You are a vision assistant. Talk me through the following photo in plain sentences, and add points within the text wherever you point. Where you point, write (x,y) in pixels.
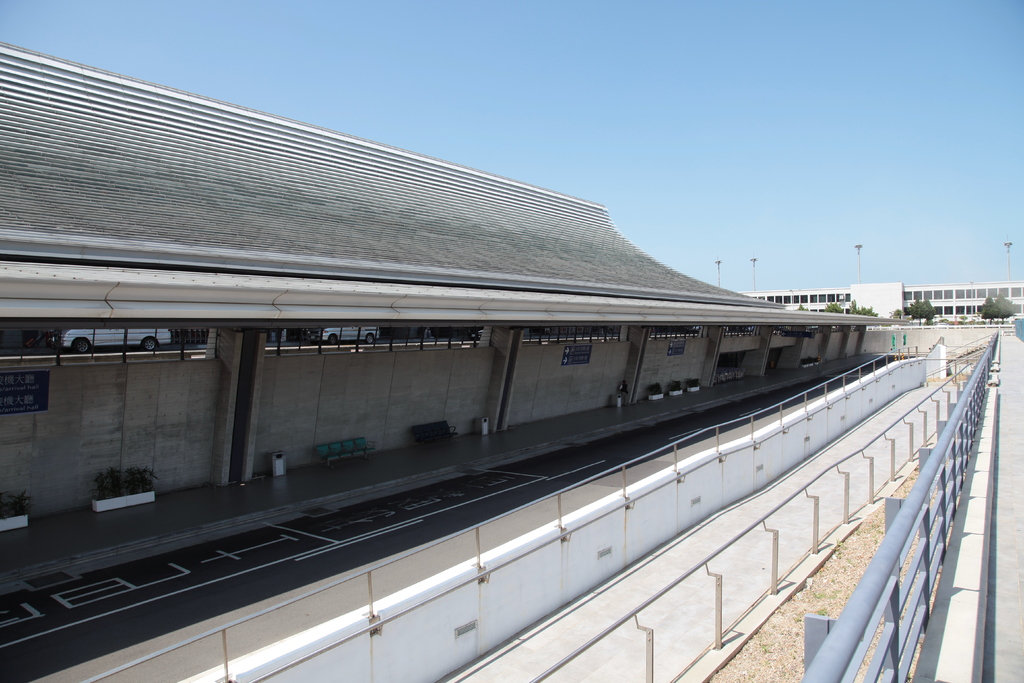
In this image we can see the buildings (591,300) and there are potted plants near the wall (585,388). In front of the building (763,364) we can see the railing (871,580) and the ground (742,411). In the background (1005,293), we can see the trees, poles (754,272) and the sky (745,99).
